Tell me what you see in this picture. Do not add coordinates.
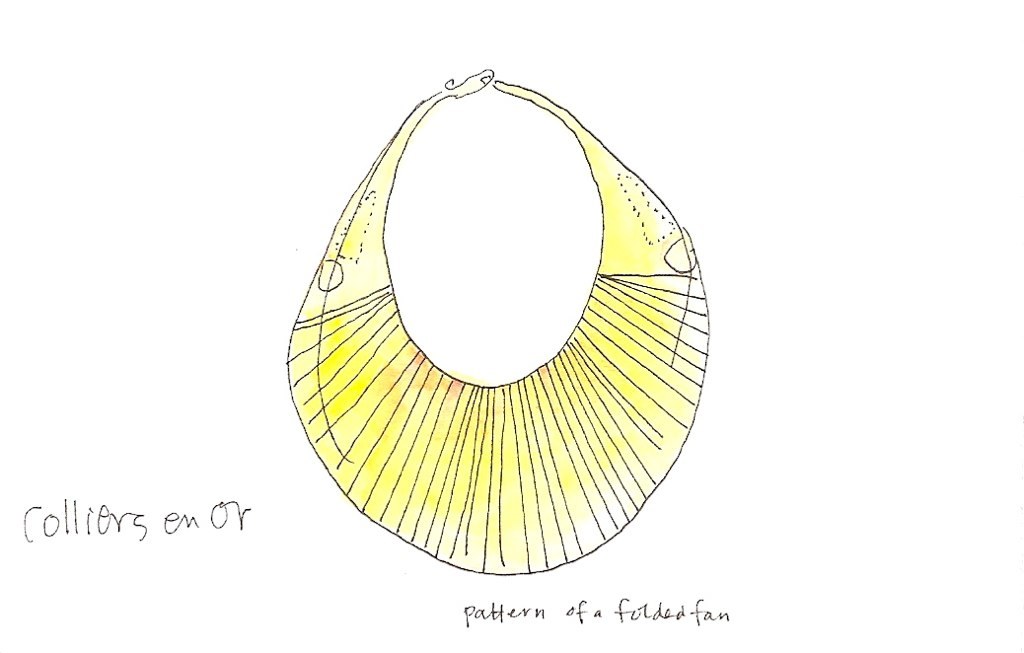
This is a drawing.
